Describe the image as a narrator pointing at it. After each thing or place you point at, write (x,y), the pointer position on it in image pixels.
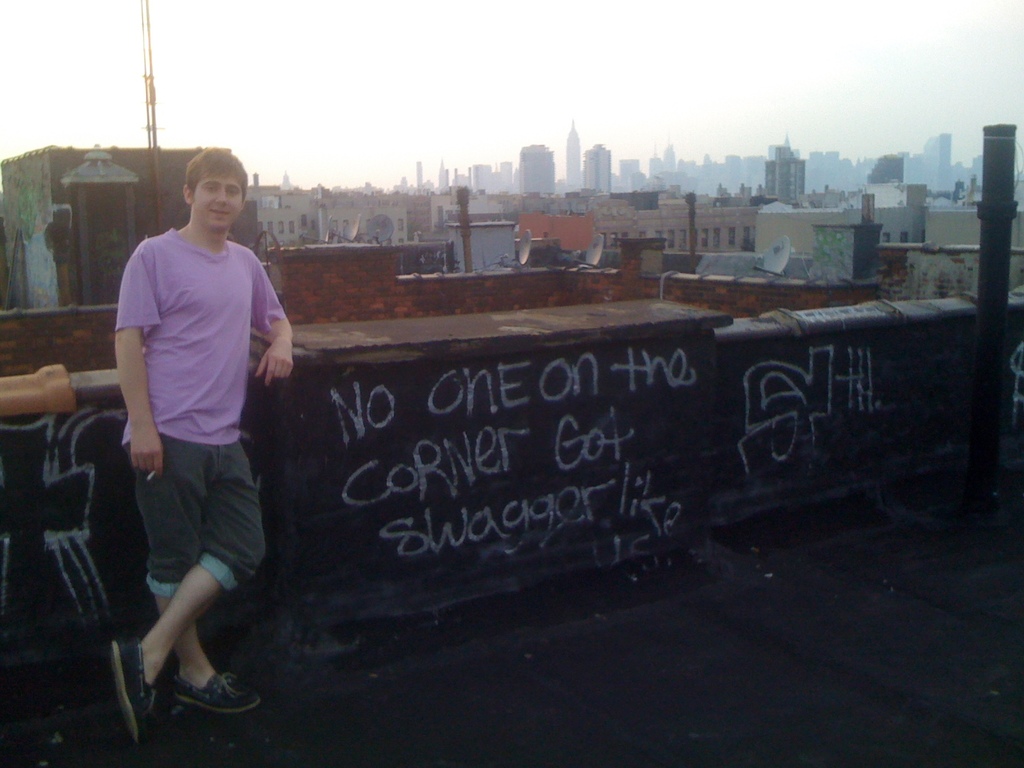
In the foreground (820,314) we can see a person (188,415) and wall (572,423). On the wall (624,447) there is text (828,384). At the bottom (460,688) it is floor (396,643). In the middle of the picture (483,280) there are buildings (640,219) and antennas (595,249). At the top (363,112) it is sky (488,102).
